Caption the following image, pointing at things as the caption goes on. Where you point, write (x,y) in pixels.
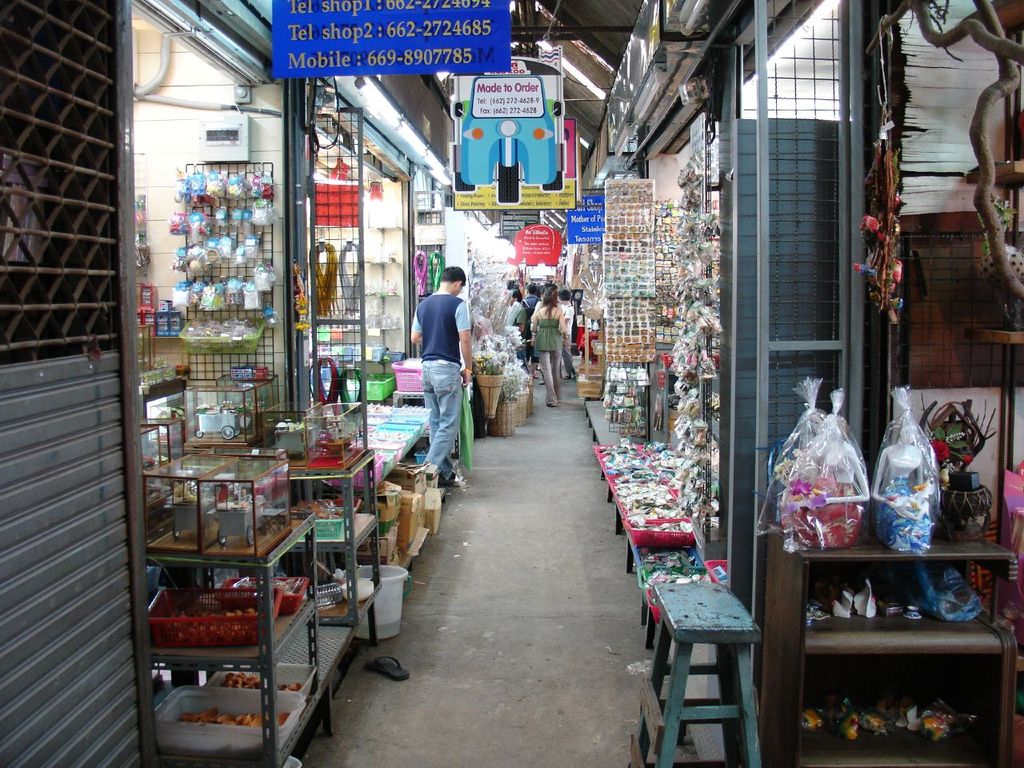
In this image I can see some people (454,361). On the left (241,404) and right side (854,527), I can see some objects (245,463) in the shelf (217,563). At the top (421,63) I can see a board (397,49) with some text (431,32) written on it.
